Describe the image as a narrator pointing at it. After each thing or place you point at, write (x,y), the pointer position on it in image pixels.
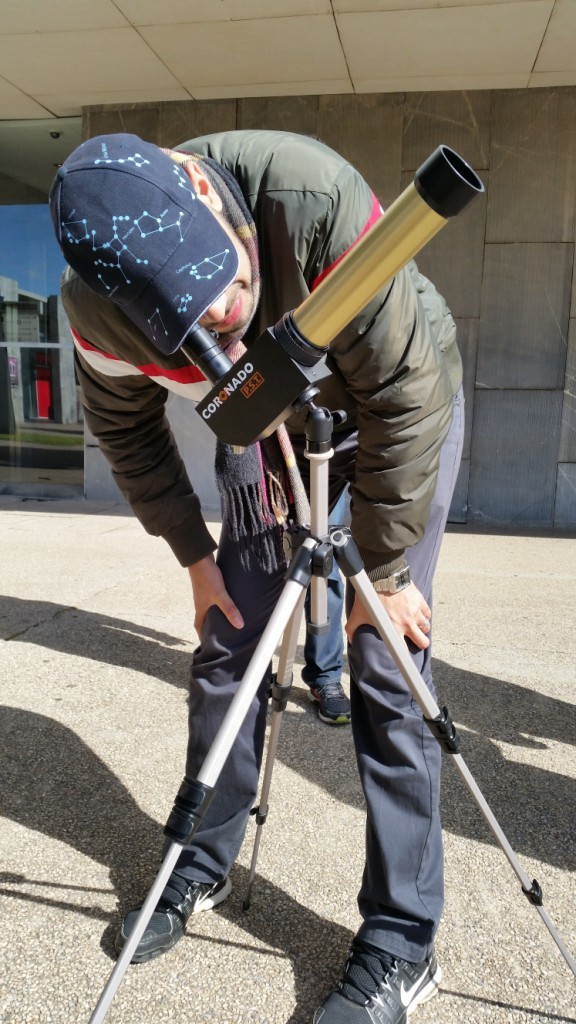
This is the man (363,398) standing. I think this is a telescope (308,344) with a tripod stand (288,580). I think there's another person (320,683) standing behind this man (298,243). This looks like a building wall (381,124). On the left side of the image (43,392), I can see a glass door (28,343). This is the ceiling (73,80).
